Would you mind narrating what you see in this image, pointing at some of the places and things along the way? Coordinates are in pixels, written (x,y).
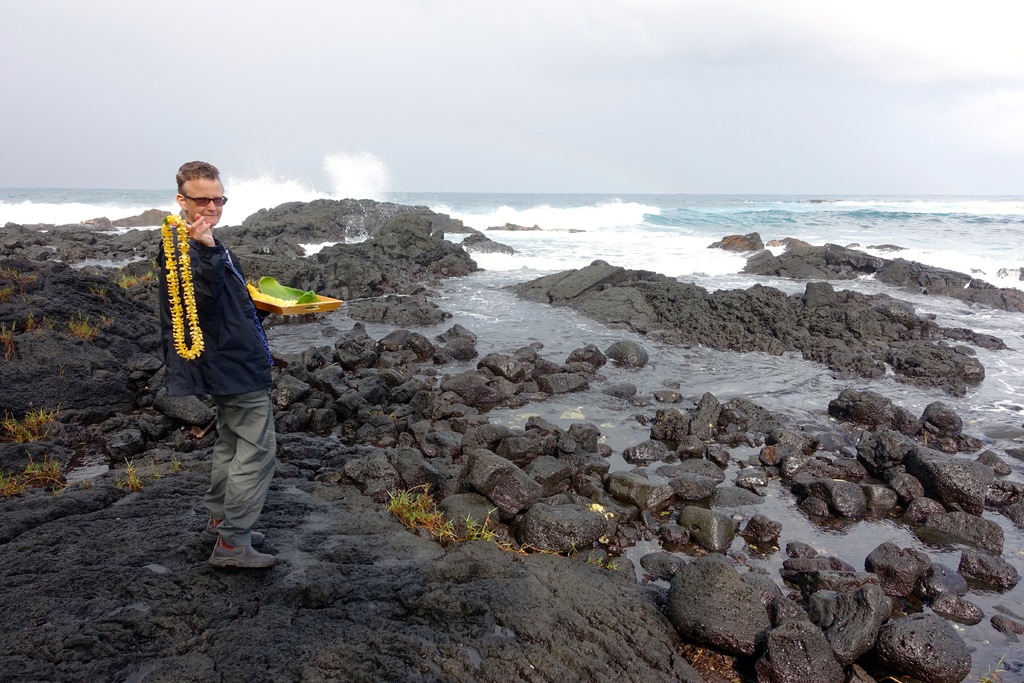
In this picture I can observe a man (206,371) standing on the land (86,593) on the left side (198,353). In front of him there are rocks (546,439). In the background (335,192) there is an ocean (592,217) and sky (602,133).
